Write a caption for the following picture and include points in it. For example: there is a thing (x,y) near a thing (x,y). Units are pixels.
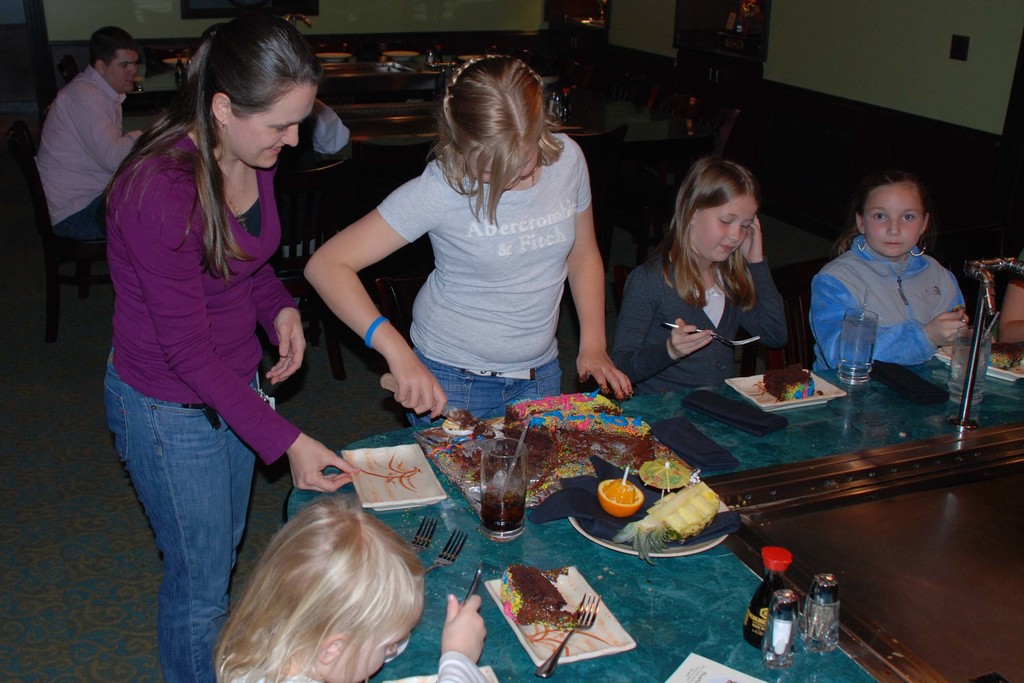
In this picture we can see some people (859,280) are sitting and some people (462,288) are standing in front of them there is a table (661,663) on the table (655,647) we have some glasses (525,508) plates (383,473) bottles (780,631) And cake (573,448) and some fruits (662,501) at the backside (410,129) there are some tables (399,110) and few people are sitting at the back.
